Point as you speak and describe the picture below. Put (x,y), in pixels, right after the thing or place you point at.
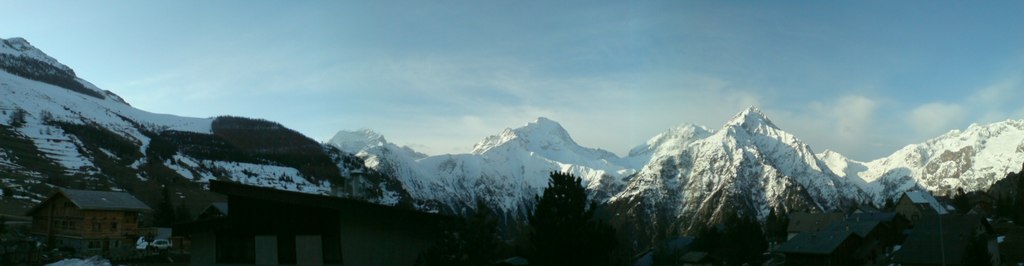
In the left bottom of the picture (79,214), we see a hut (103,213). In the middle of the picture (560,175), there is a tree (592,208). There are hills (463,177) in the background (625,158) and these hills (849,164) are covered with ice (821,181). At the top of the picture (592,72), we see the sky (402,72) and at the bottom of the picture (357,239), it is black in color.
